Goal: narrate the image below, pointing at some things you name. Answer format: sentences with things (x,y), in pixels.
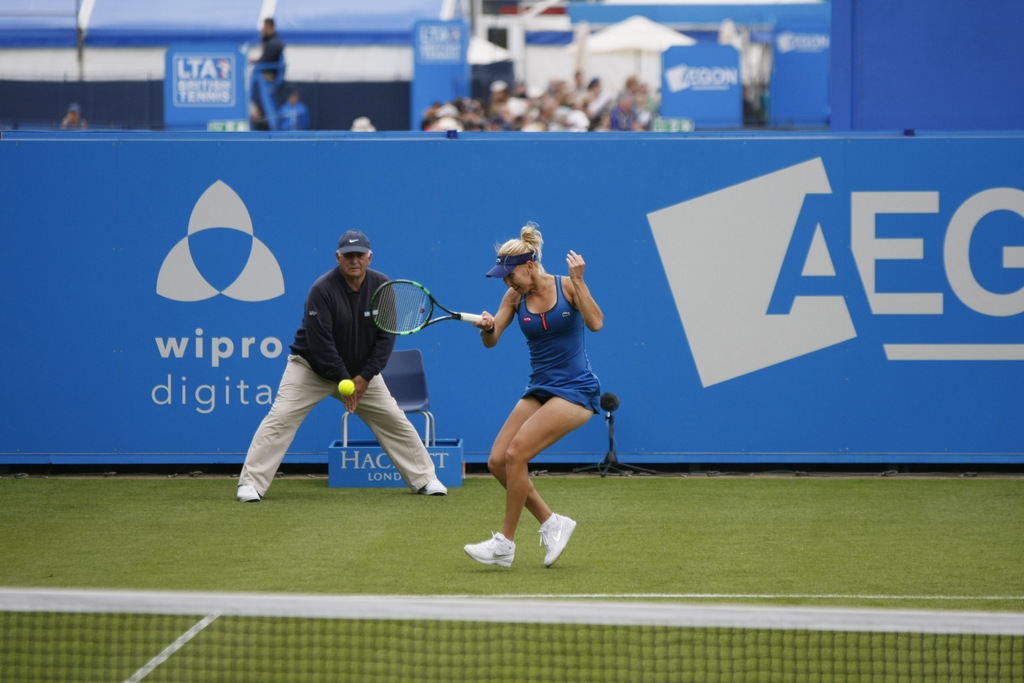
In this picture there is a lady (566,380) playing tennis and behind her there is a guy (301,369) standing, this is a tennis court (803,572) and this is a net (949,674), there are people (506,101) sitting behind
